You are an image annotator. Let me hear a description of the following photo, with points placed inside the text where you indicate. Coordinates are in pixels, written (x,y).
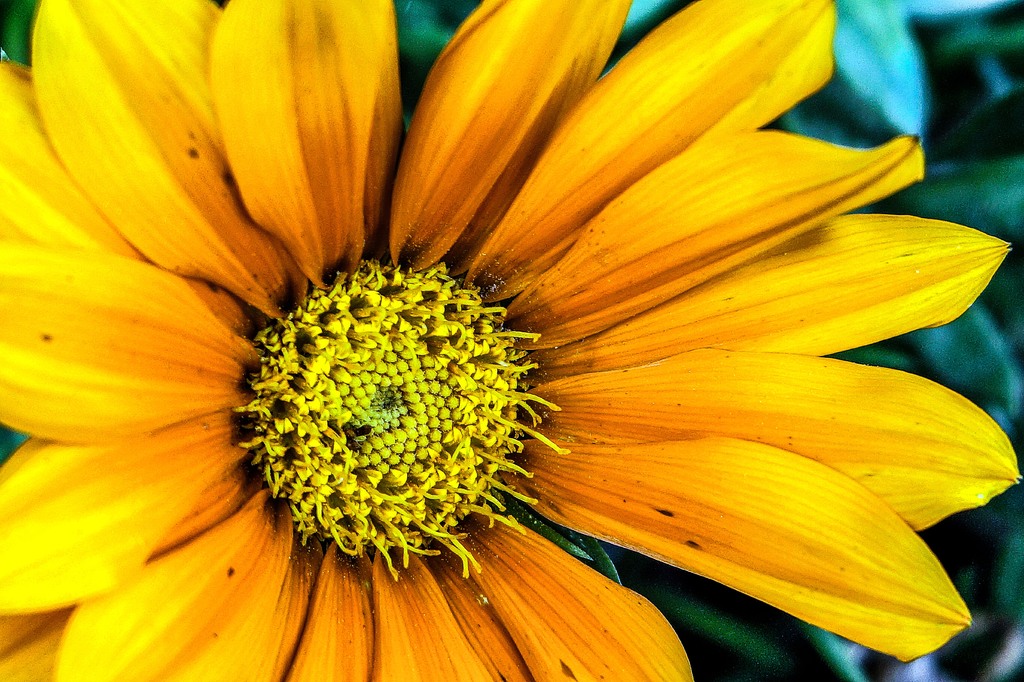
In the picture we can see a flower (751,398) with yellow color petals (748,385) and behind it we can see leaves (931,546).
